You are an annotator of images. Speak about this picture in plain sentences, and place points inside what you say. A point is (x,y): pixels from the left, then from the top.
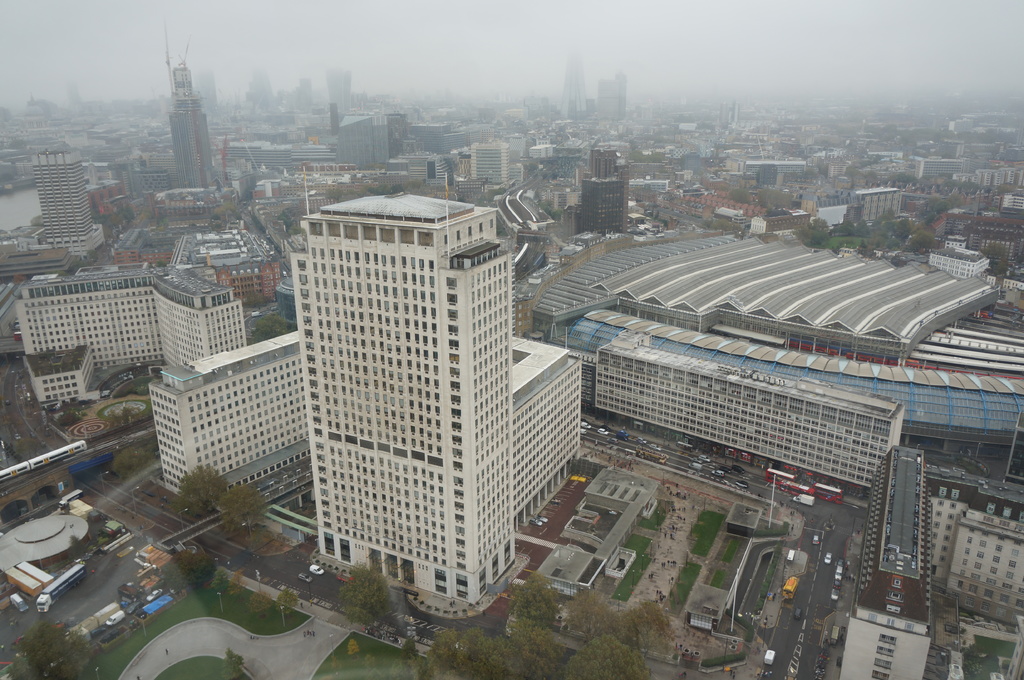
Here we can see buildings (772,402), trees (450,650), and poles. There are vehicles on the road (787,639). In the background (253,25) there is sky (907,63).
